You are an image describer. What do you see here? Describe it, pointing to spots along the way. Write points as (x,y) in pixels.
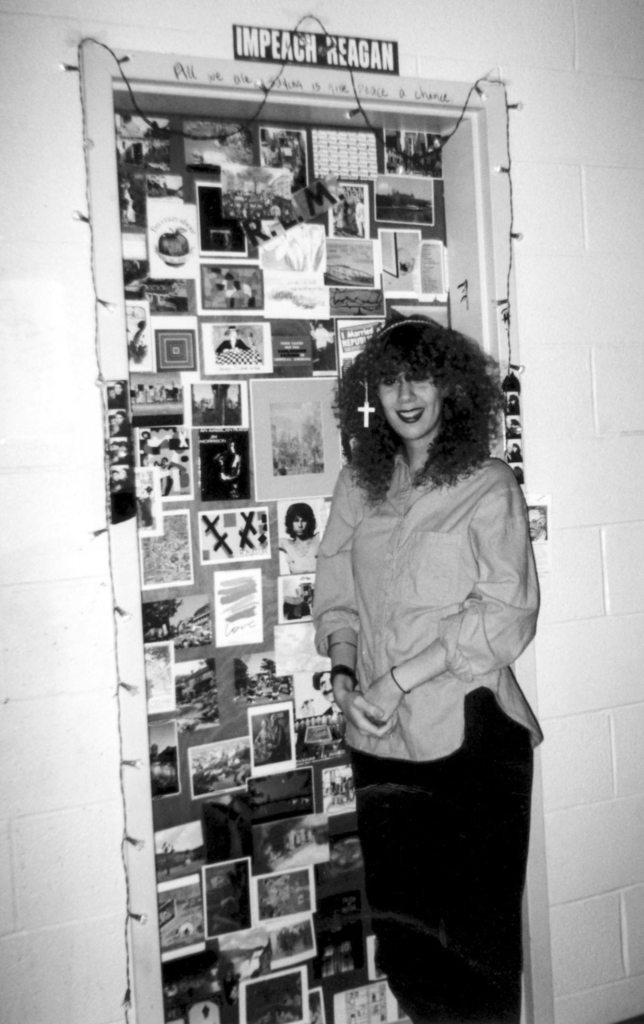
This is a black and white image. We can see a person (413,642) and the wall (584,214) with some posters (330,170). We can also see some lights (128,1006) and some text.
